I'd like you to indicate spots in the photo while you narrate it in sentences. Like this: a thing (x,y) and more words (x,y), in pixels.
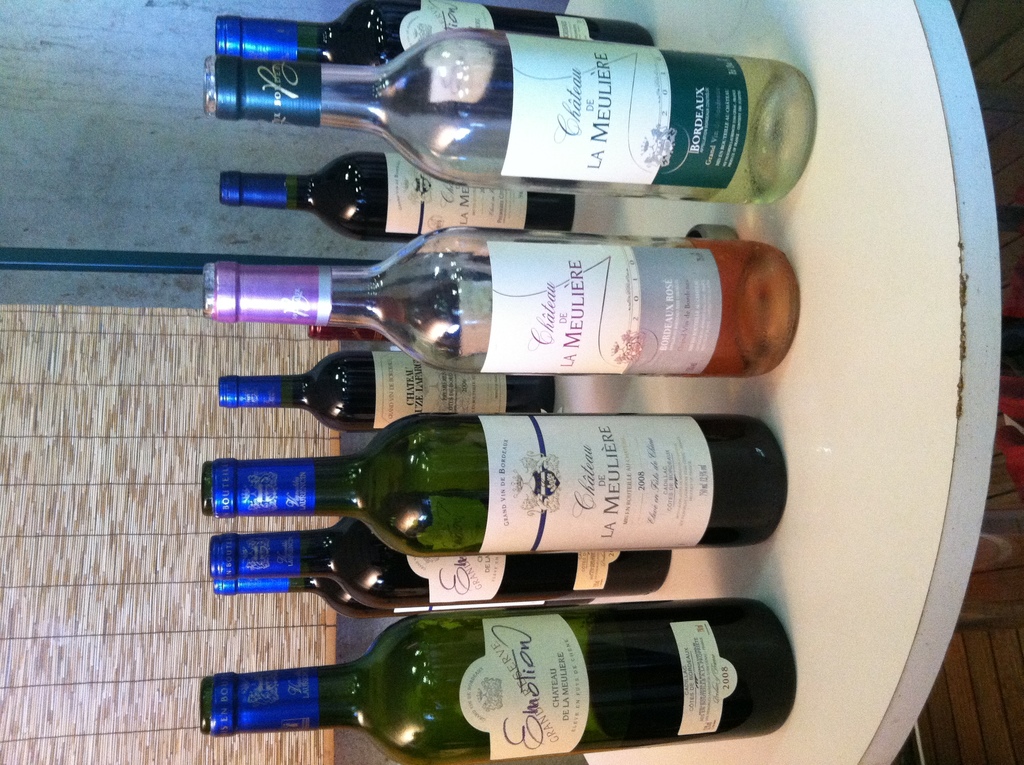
We can see group of bottles (555,304) on the table (834,291) and we can see stickers (529,425) on these bottles (471,403). On the background (100,158) we can see wall (153,168), window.
